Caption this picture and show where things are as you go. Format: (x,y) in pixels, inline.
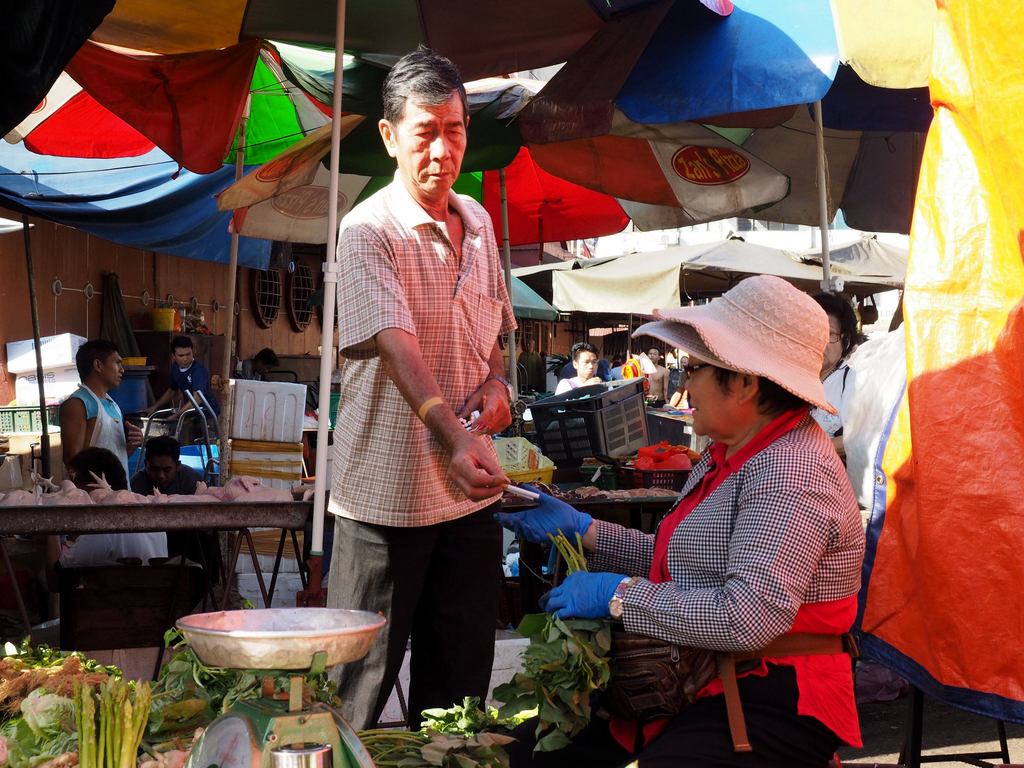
In this picture there is a man (377,361) who is wearing shirt (439,244) and trouser (464,640). He is holding a cigarette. At the bottom (607,720) there is a woman (726,729) who is wearing spectacles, gloves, watch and shirt (842,576). She is sitting on the chair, beside her we can see the table (6,665). On the table (449,760) there is a weight balance (304,630) vegetables (158,738) and leaves (215,674). In the background (841,357) we can see the group of persons (254,368) were standing near to the poles (328,356). On the left (93,441) there is a man (87,413) who is standing near to the chicken place (166,499).
